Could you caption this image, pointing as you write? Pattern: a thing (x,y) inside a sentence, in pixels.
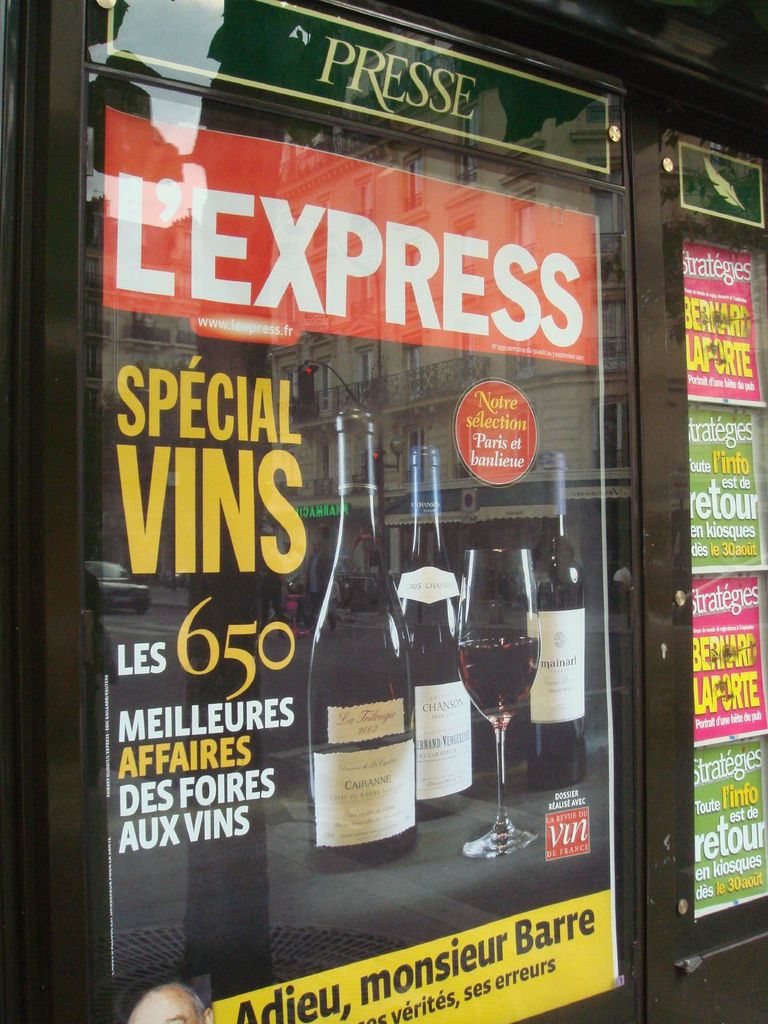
In this image I can see there is a glass door (619,383) which is in black color. On that glass (183,325) there are some posters (529,492) written with the text (297,482) and there are three wine bottles (352,810) and a wine glass (505,832).
